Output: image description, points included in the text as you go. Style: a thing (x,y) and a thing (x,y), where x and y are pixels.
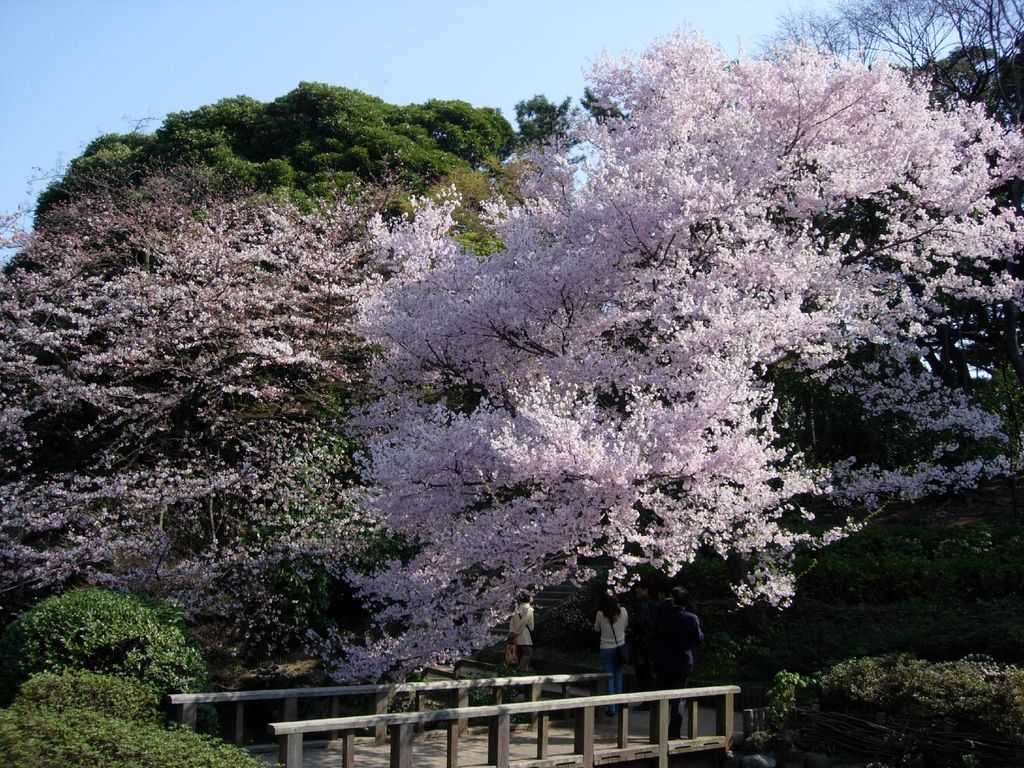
In the center of the image (380,315) there are trees (526,328) and we can see blossoms (665,473). At the bottom (732,686) there is a bridge (609,701) and we can see people (660,675) standing on the bridge (603,735). At the top (299,27) there is sky (299,27).
